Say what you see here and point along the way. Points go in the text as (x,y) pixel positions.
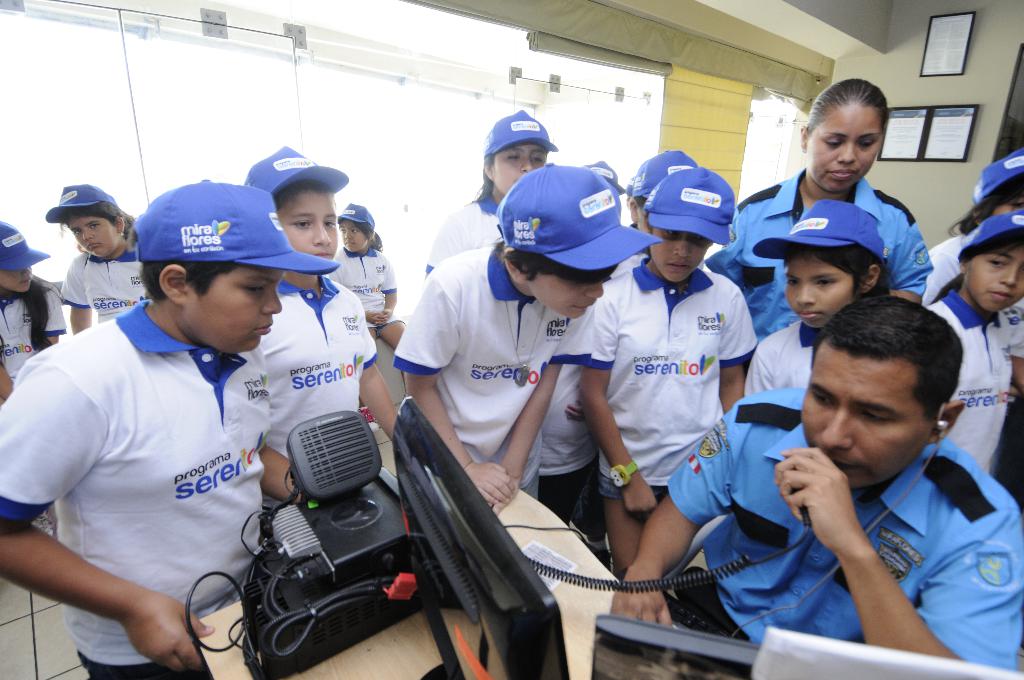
In this image we can see the boys (615,329) and girls (367,229) wearing the blue color caps (717,191) and white t shirts (441,324) and standing on the floor (31,630). We can also see the man (789,478) and woman security (825,183). In the background (404,95) we can see the glass windows (565,62). We can also see the glass window (564,128). On the right (896,155) there are frames (936,62) with text (947,126) attached to the wall (958,84). There is also a monitor (519,612), a walkie talkie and also a black color device (330,437) on the wooden table (376,657).
